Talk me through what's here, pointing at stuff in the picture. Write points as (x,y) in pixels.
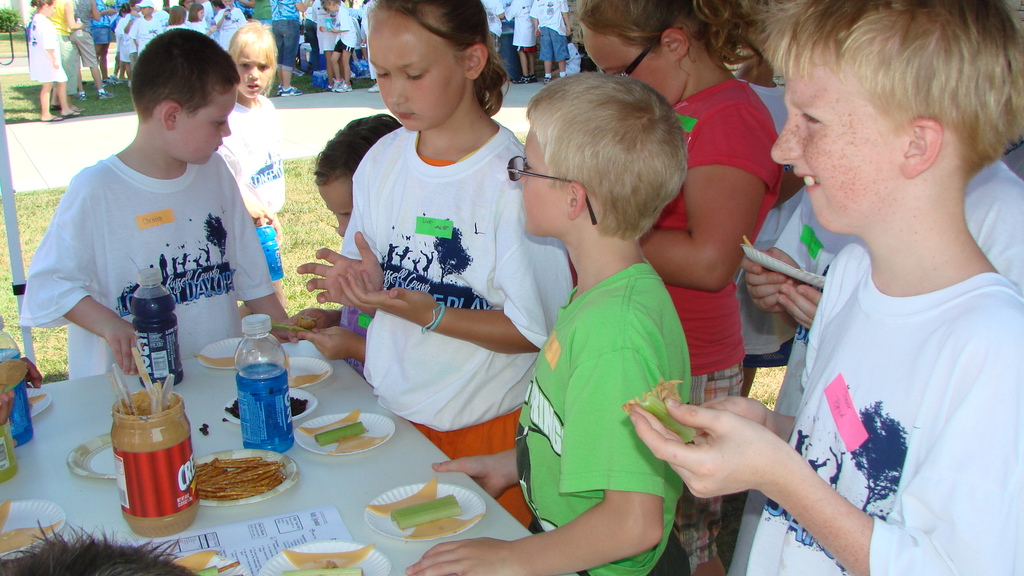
To the left side of the image (339,406) there is a white table (328,402) with food items (172,516), bottles (158,321) and few other items (127,426) on it. To the right side of the image (774,153) there are few kids (476,205) standing. To the top of the image (204,30) there are many kids (145,44) are standing.
